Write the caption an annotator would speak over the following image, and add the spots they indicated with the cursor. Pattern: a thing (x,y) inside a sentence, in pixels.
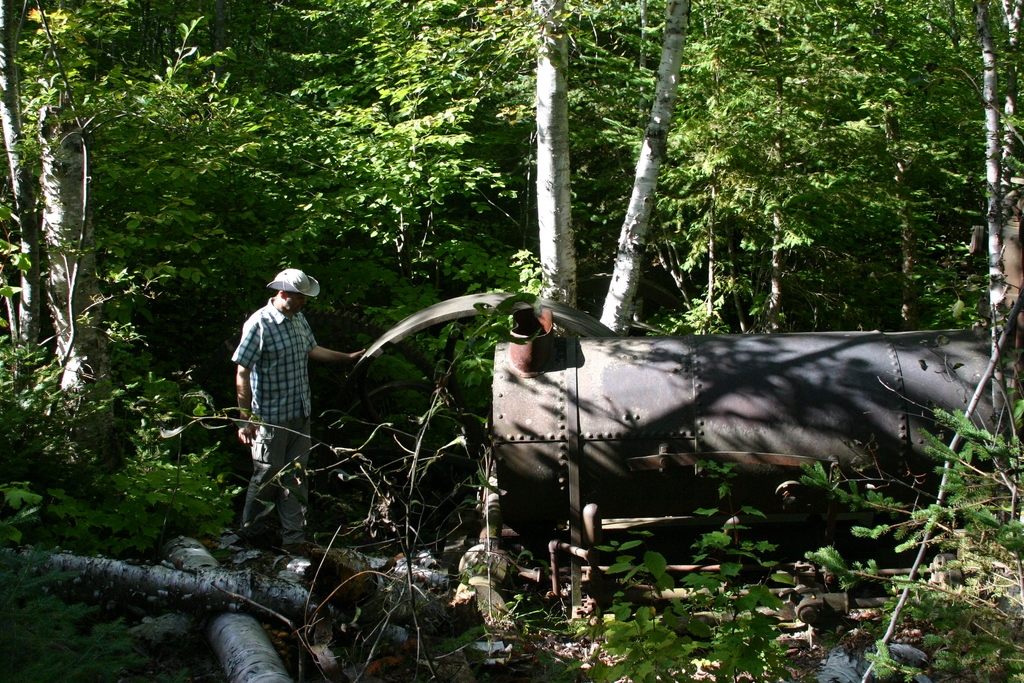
This image consists of a man (264,411) wearing a hat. In front of him, there is a tank (563,408) made up of metal (557,415). In the background (159,482), there are many trees (643,147) and plants (102,519).
